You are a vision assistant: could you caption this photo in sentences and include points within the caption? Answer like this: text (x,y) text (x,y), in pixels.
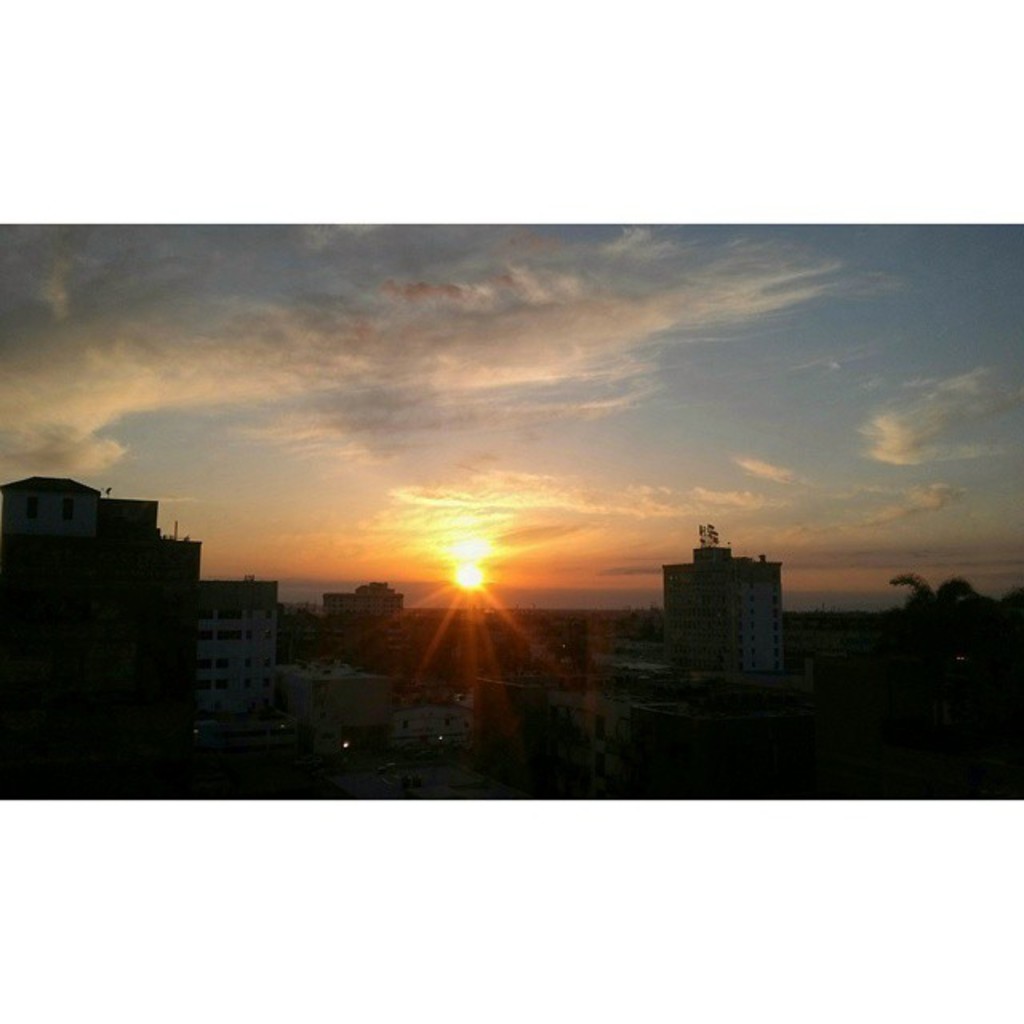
This is an outside view. At the bottom (470,689) there are many buildings (538,709) and trees (912,607) in the dark. At the top of the image (258,313), I can see in the sky (739,408) along with the sun (465,585) and clouds (455,356).
